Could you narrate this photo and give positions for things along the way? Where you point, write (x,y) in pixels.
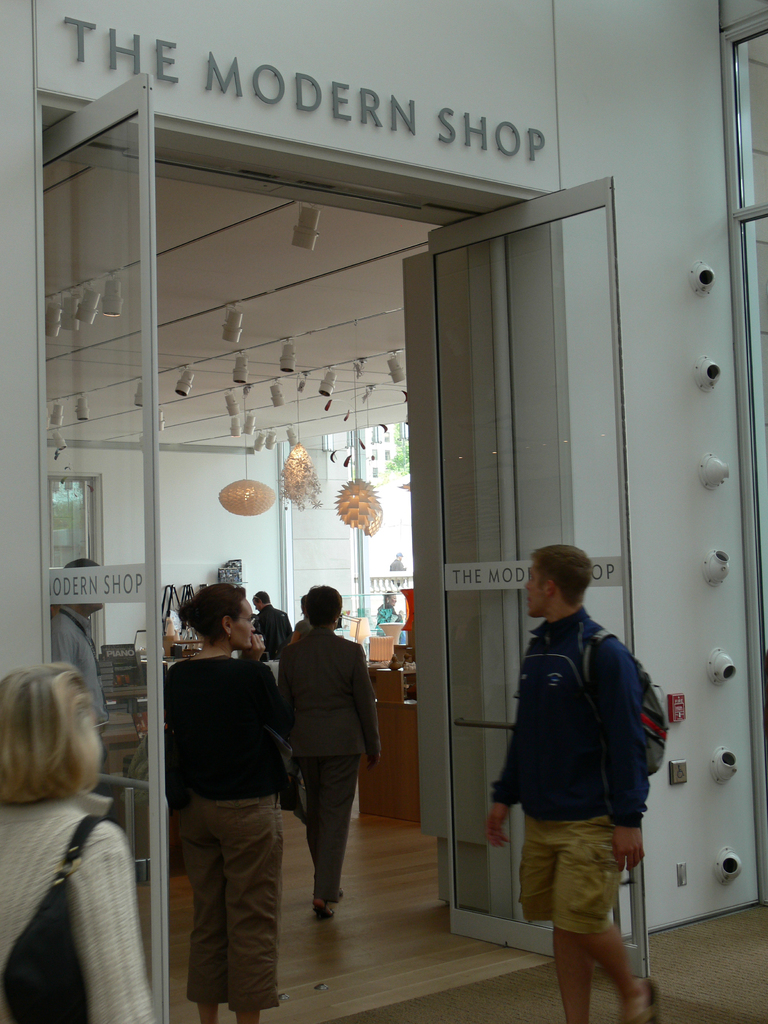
In this image we can see a store (48,442) and there are people (244,912). In the background (440,518) there are decors (333,455), doors (524,357) and walls (640,306).
